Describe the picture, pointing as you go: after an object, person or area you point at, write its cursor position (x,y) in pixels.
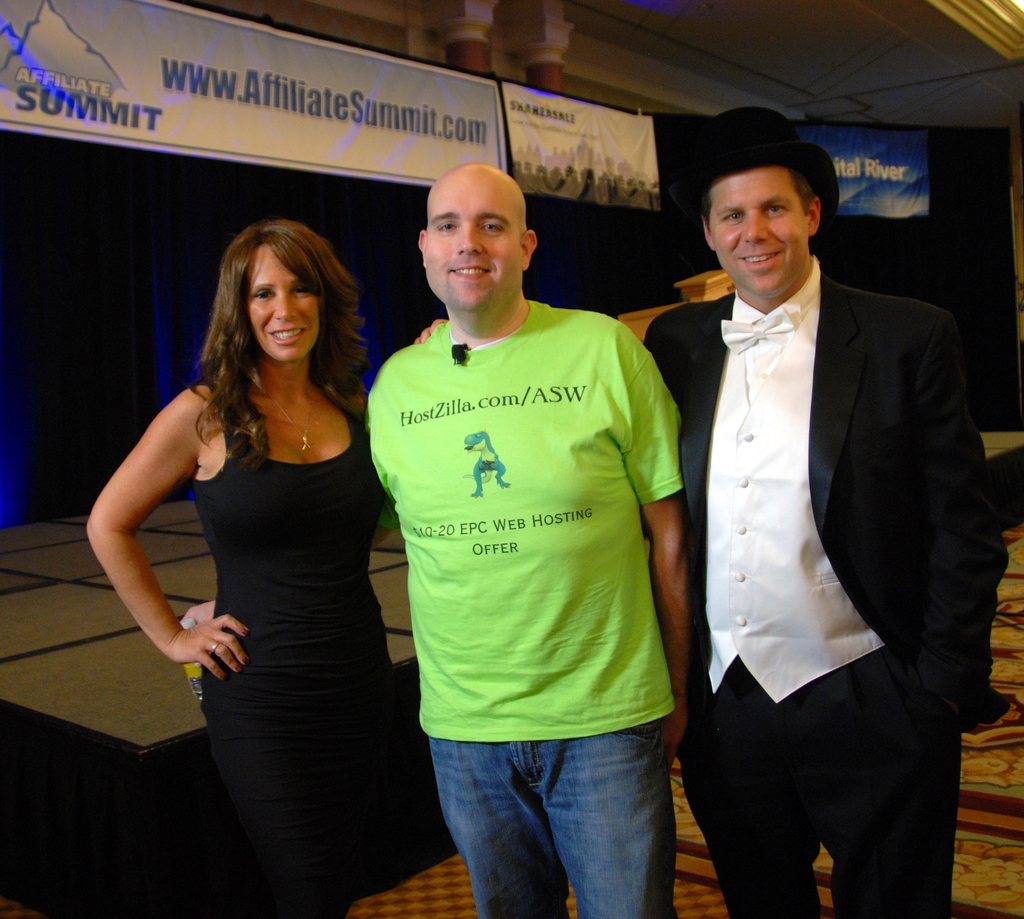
In the image there are three people (556,550) standing and posing for the photo and behind them there is a stage (60,580), in the background (165,187) there is a curtain (859,225) and there are some banners (602,137) attached to the curtain (390,338).
